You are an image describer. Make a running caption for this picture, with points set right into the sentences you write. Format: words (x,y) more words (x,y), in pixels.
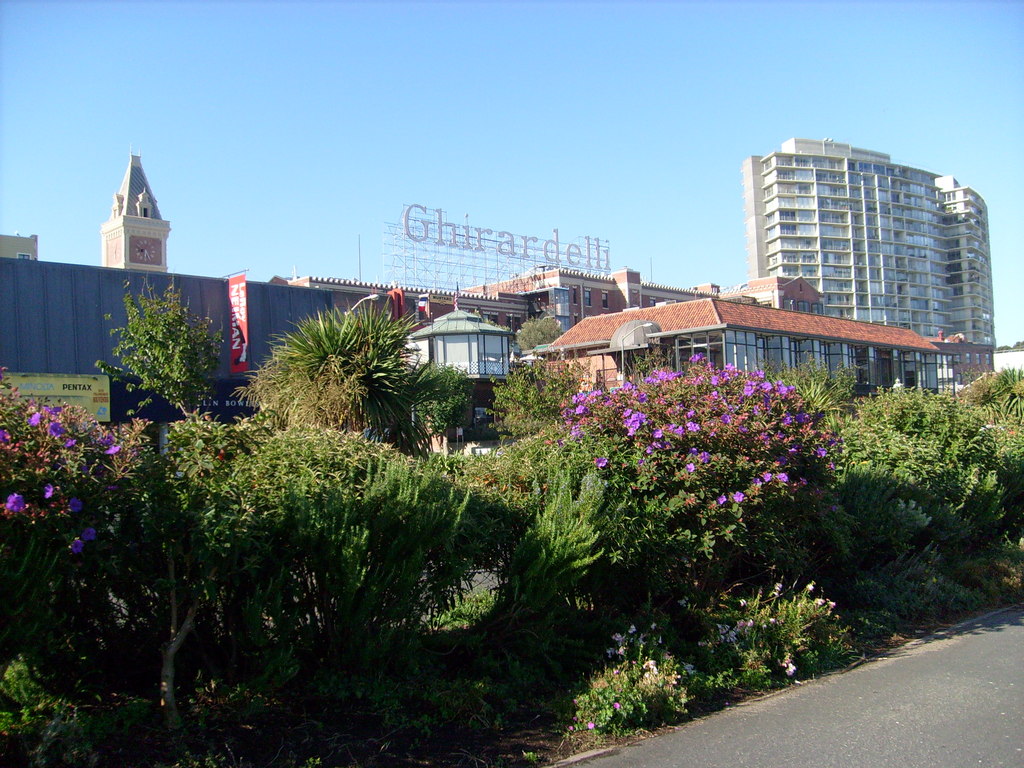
There is a road (870,701) in the right side (925,679) bottom. We can see the trees (42,610) on the left side (184,498). We can see a wall (98,341) and behind that we can see a church (139,227) and on the right side (889,268) we can see a tall building (882,241). In the middle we can see a name Ghirardelli (477,230).
